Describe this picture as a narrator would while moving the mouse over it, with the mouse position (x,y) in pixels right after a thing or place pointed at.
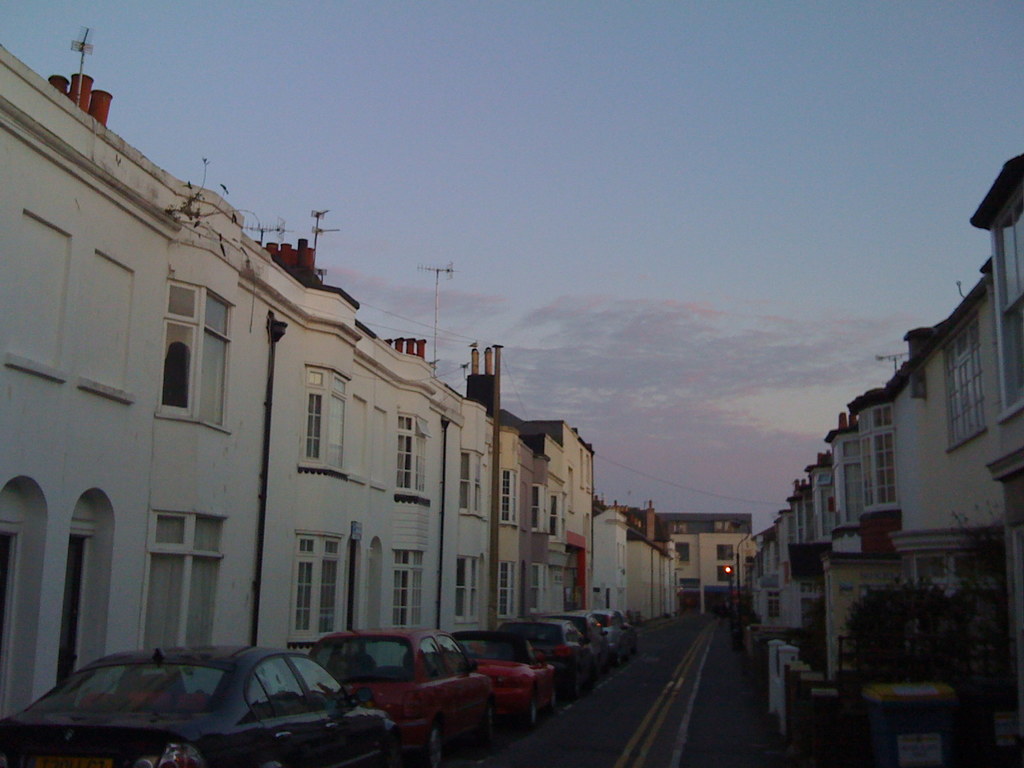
In this image we can see sky (598,247) with clouds (599,392), buildings (454,426), poles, electric cables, plants (877,638) and motor vehicles (536,628) on the road (651,650).
